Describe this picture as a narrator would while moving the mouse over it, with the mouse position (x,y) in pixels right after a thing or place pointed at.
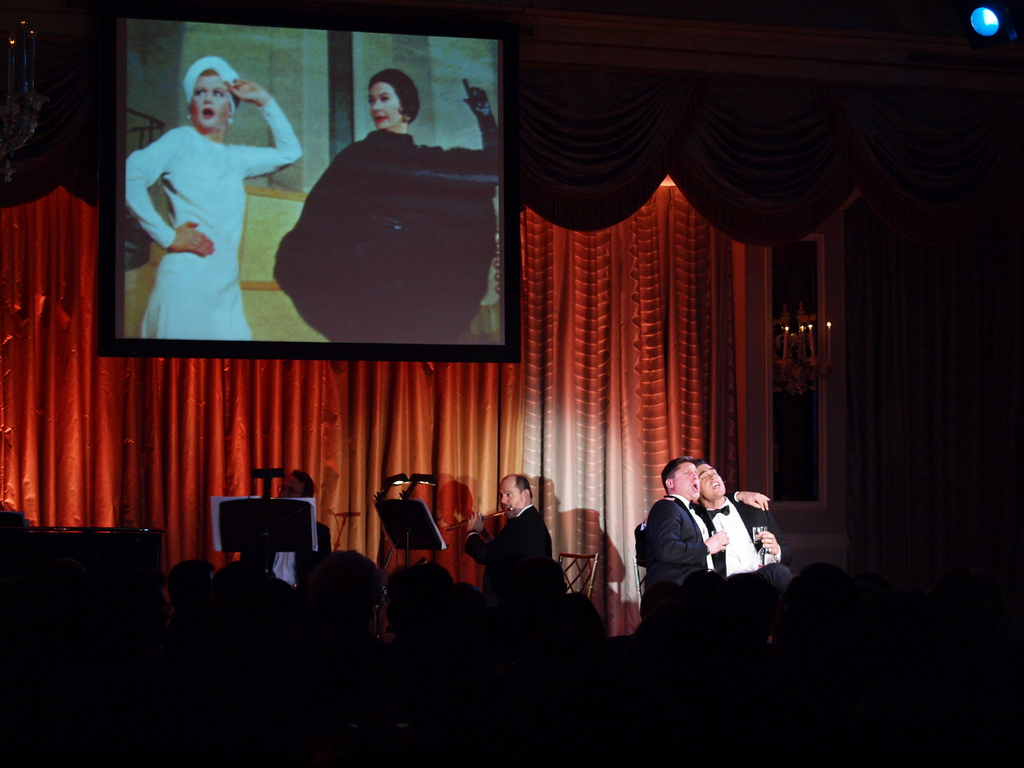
In this picture I can see group of people (490,631), there are four persons (670,563) sitting on the chairs (581,555), there are mikes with the mics stands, there are books (215,509) on the musical book stands (402,519), there are chandeliers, there is a focus light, there is a screen (103,259), and in the background (107,382) there are curtains (404,405).
